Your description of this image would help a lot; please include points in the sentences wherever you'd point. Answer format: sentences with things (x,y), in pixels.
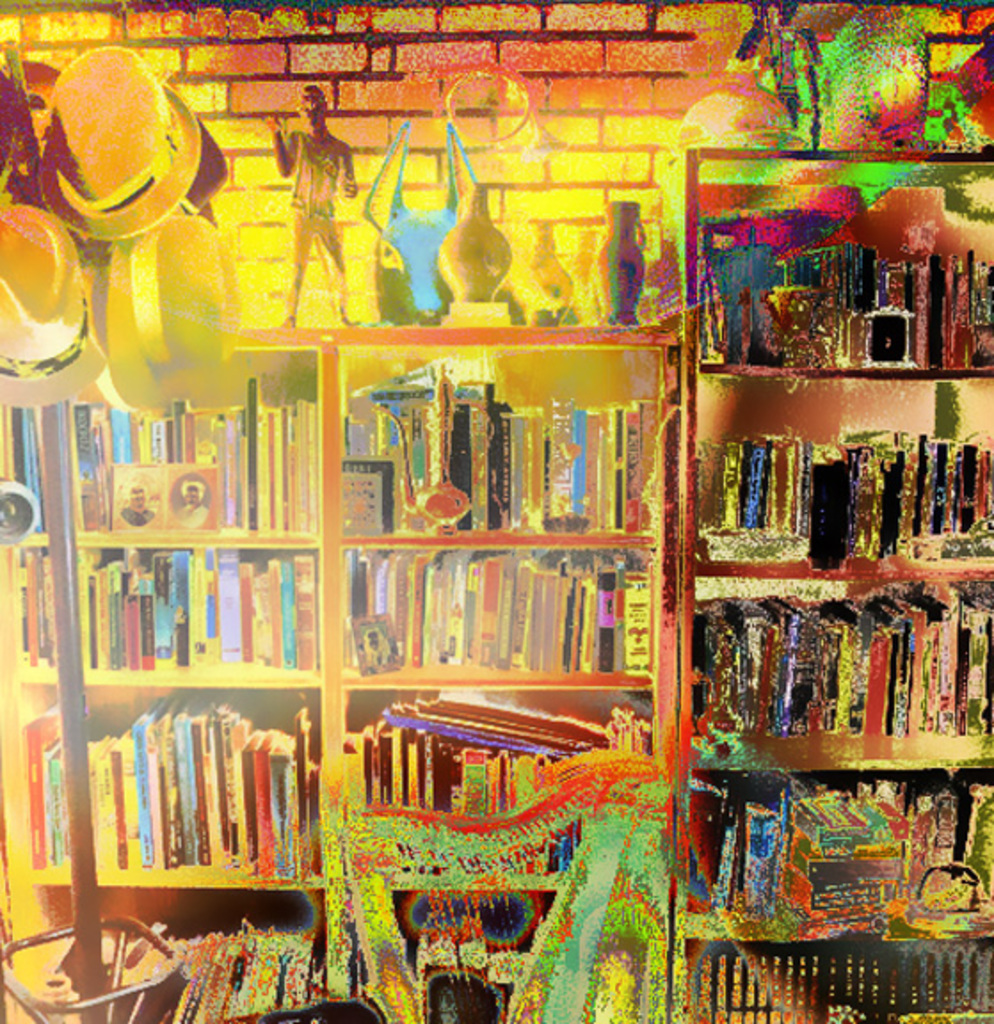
In this image we can see the thermal picture, there are some books (396,580), toys (792,3), vases (560,299) boxes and some other objects (504,285) on the racks (34,920), there are hats (199,174) on the stand (61,936), also we can see the wall (479,41).
